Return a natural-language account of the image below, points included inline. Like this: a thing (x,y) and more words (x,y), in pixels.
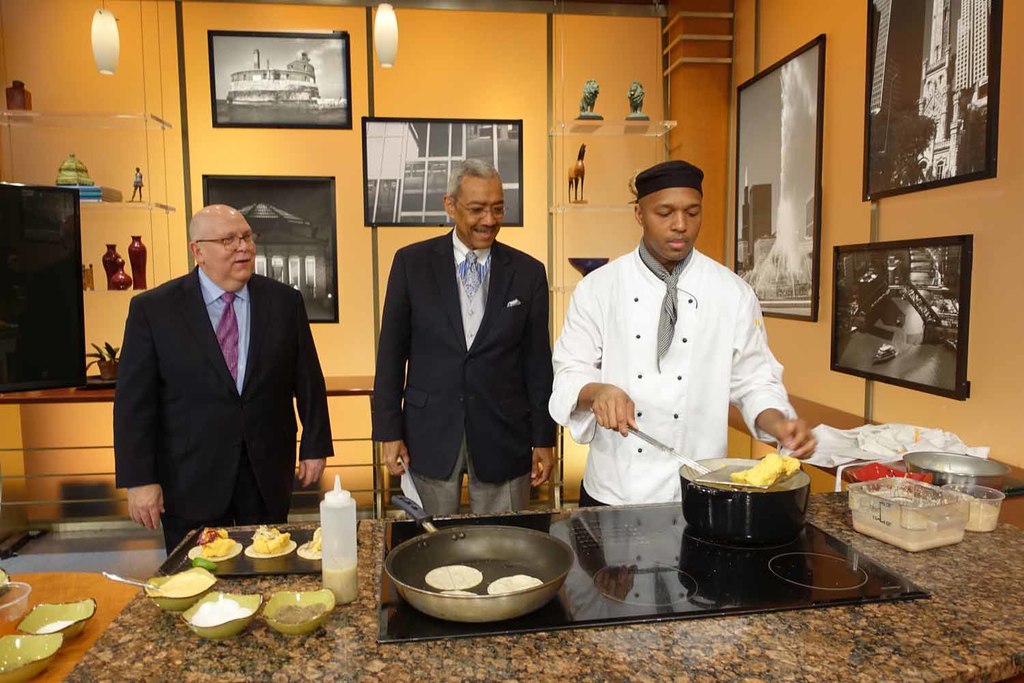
Here in this picture we can see three men (268,309) standing on the floor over there and the person (629,324) on the right side (684,321) is cooking something in a pan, on the stove (507,528), which is present on the counter top (98,665) over there and we can see other pans (417,569) and spices (167,596), all present on the counter top (1005,599) and a table (99,586) over there and beside him we can see two men (455,357) in black colored suits (487,350), both are smiling and on the walls (333,371) we can see portraits (451,121) present over there and on the left side (4,357) we can see a television (71,299) present and we can see some toys (86,178) present in racks (158,206) over there and we can see lights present on the roof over there.
